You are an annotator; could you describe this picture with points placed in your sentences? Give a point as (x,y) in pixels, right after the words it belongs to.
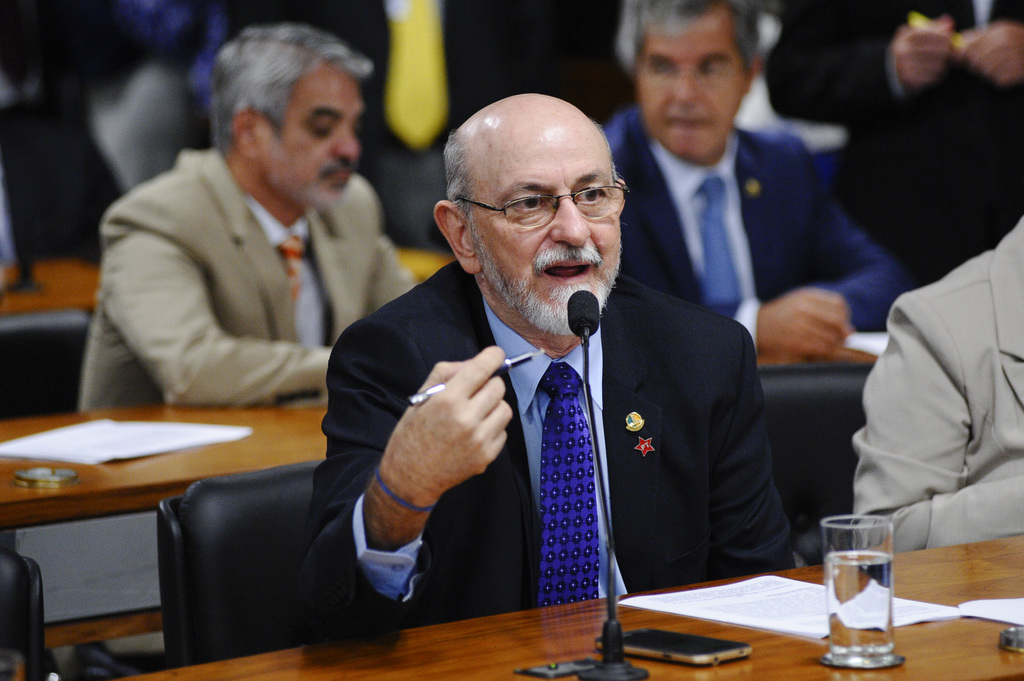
Here I can see four men (461,225) are wearing suits (257,351), sitting on the chairs (203,583) in front of the table (576,622). On the table (543,642), I can see a few papers (808,603), glass (843,569), mobile (694,649) and microphone (593,413). This man (536,412) is holding a pen (503,368) in the hand (437,400) and speaking on the microphone (579,298). On the top right (875,100), I can see a person (925,119) is standing. The background (115,67) is blurred.
